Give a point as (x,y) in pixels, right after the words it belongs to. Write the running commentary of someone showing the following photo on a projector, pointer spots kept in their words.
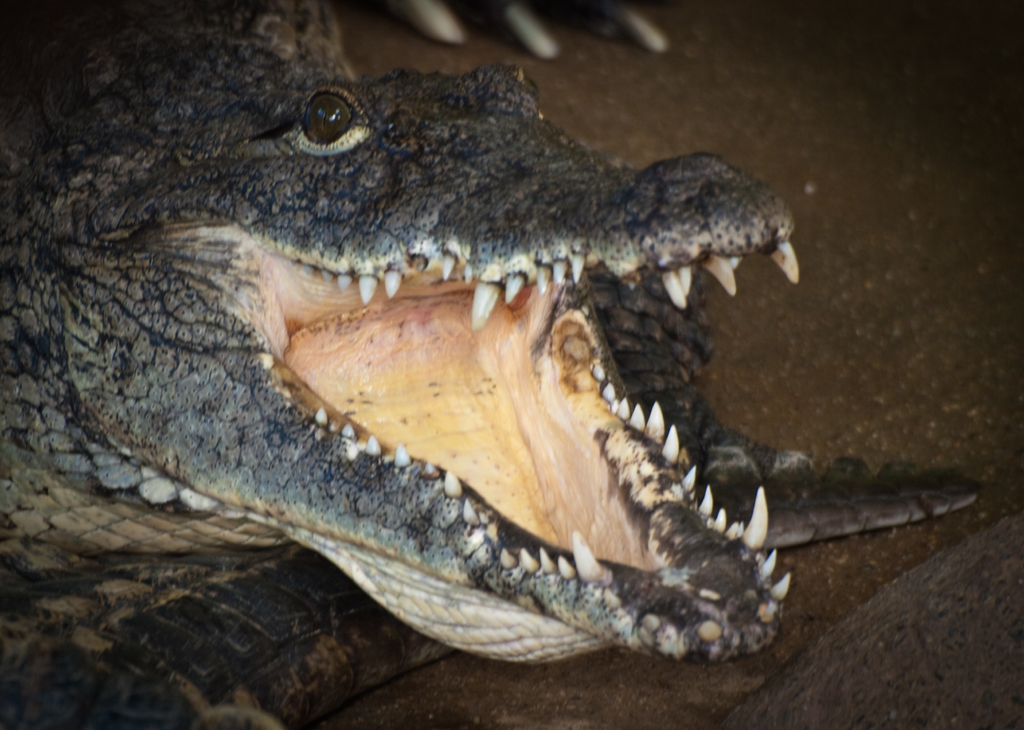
In this image we can see a crocodile (324,341) on the ground (716,678). At the top (488,34) the objects (501,34) are not clear to describe.
